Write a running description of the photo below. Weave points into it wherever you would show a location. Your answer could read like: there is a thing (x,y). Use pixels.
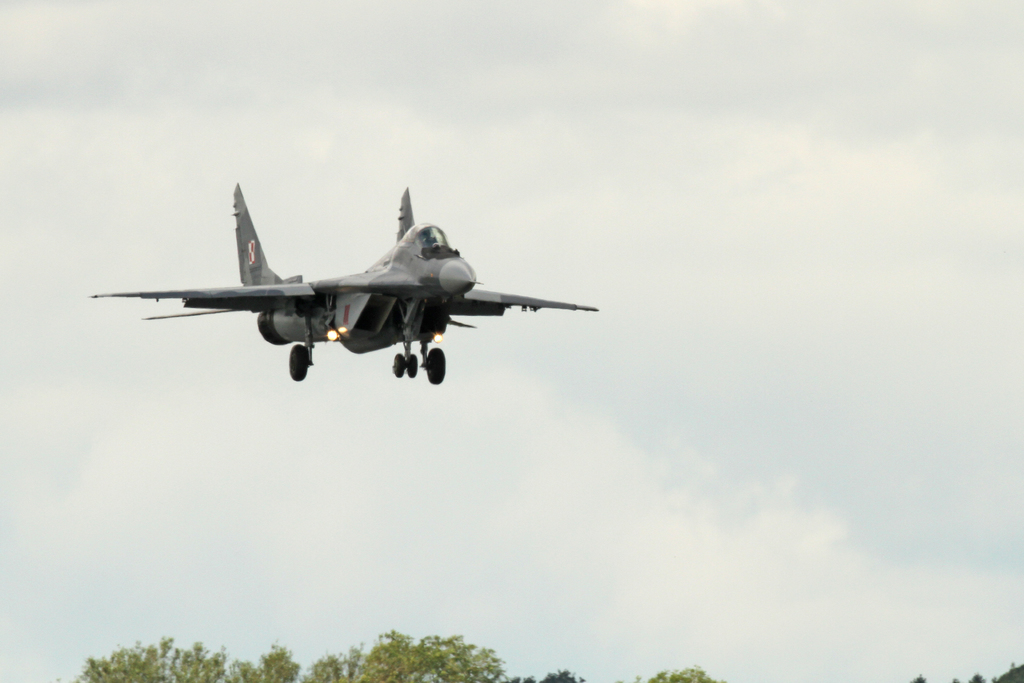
In this image I can see an aircraft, background (495,445) I can see few trees (434,644) in green color and the sky (504,184) is in white color.
